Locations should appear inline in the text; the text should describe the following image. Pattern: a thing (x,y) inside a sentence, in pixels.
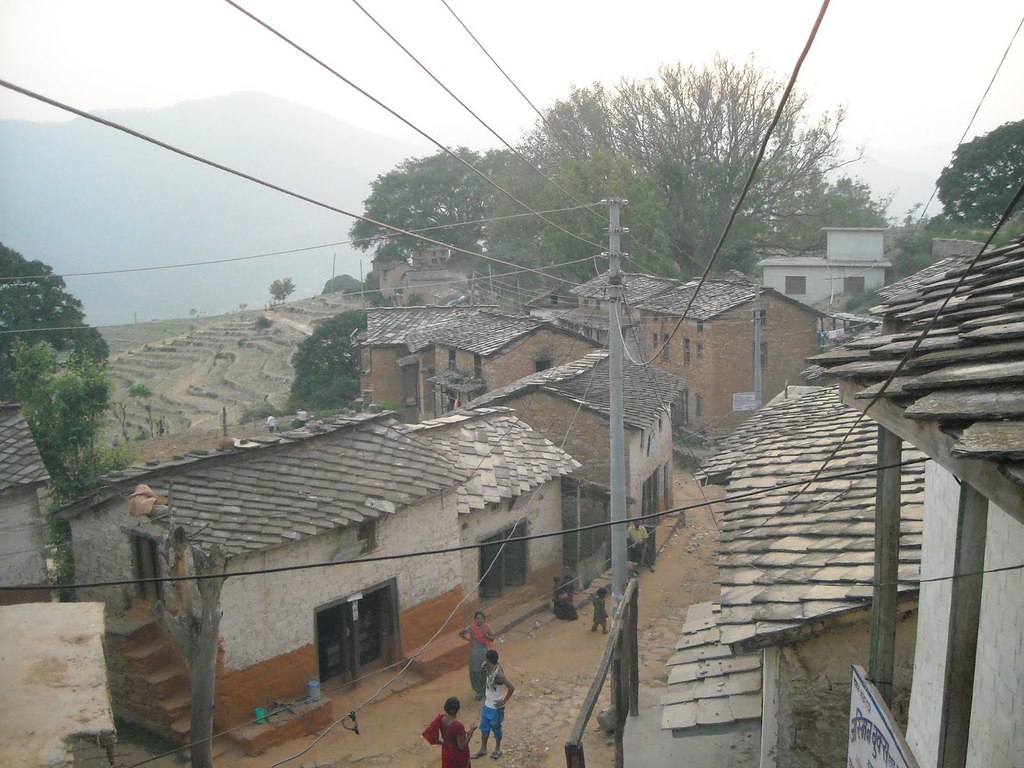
In this picture we can see some people (492,714) are on the road (522,731), name board (875,723), poles (616,315), wires (463,224), trees (941,228), buildings (537,338), mountains (270,132), some objects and in the background (914,54) we can see the sky (893,43).
